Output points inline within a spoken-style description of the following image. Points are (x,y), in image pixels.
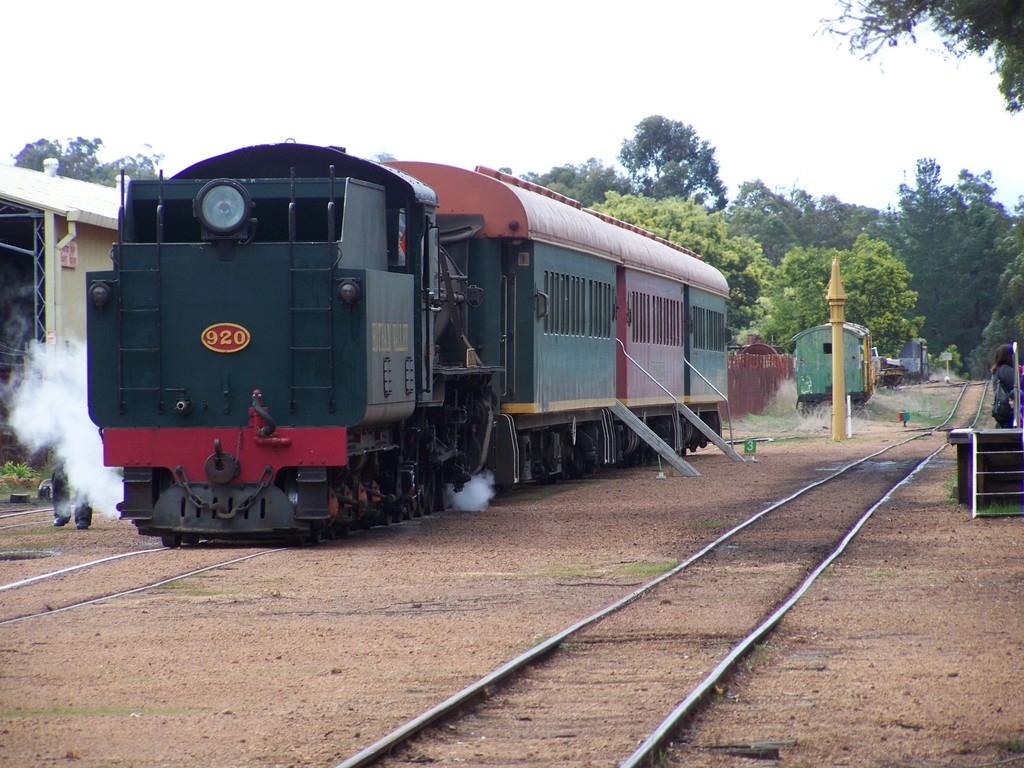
In the center of the image (550,413) there is a train (478,395) on the railway track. On the left side of the image (55,305) there is a building (25,338) and person (57,514). On the right side (986,492) we can see stairs (997,483) and person (1008,415). In the background (830,369) there is a train (824,356), trees (678,188) and sky (462,61).
